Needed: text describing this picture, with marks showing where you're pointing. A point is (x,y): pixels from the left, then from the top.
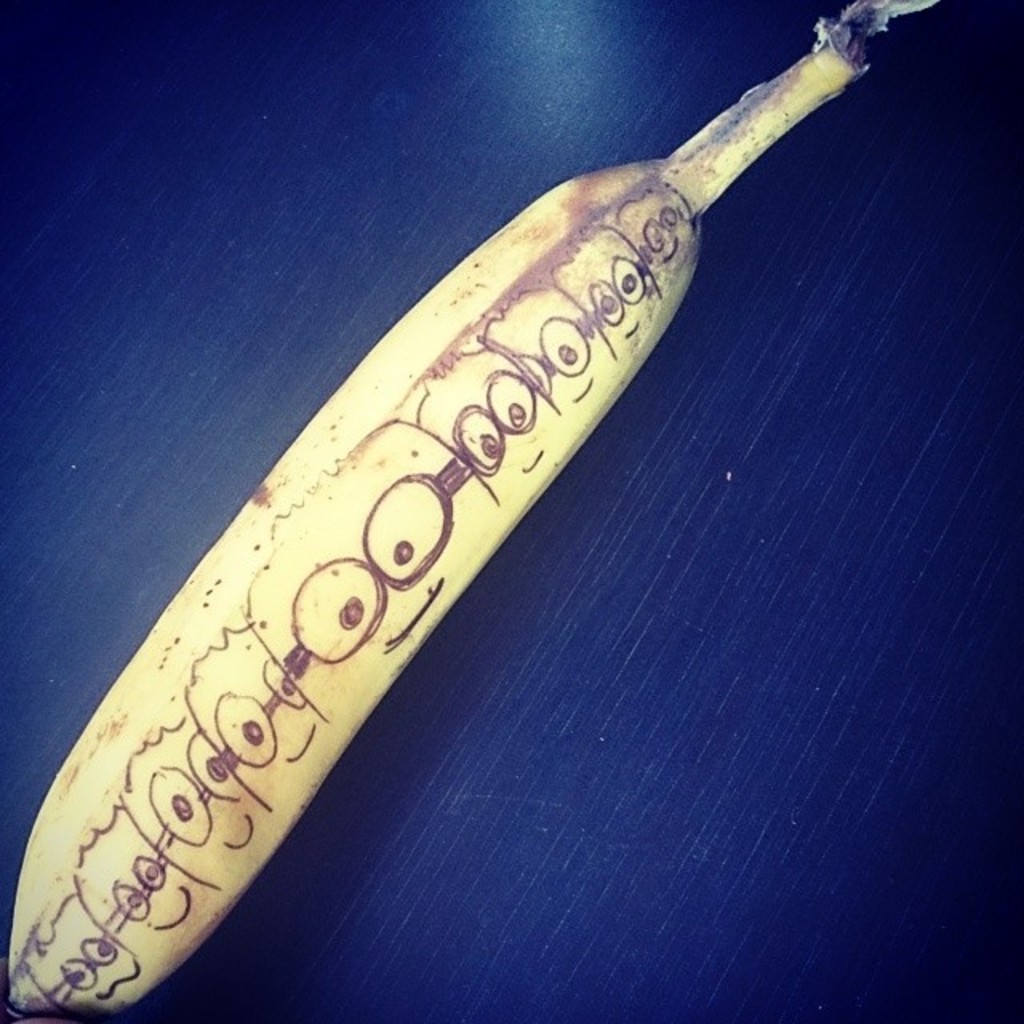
In this picture we can see a drawing (422,575) on a banana (475,523) and this banana (484,383) is on the platform (697,740).
